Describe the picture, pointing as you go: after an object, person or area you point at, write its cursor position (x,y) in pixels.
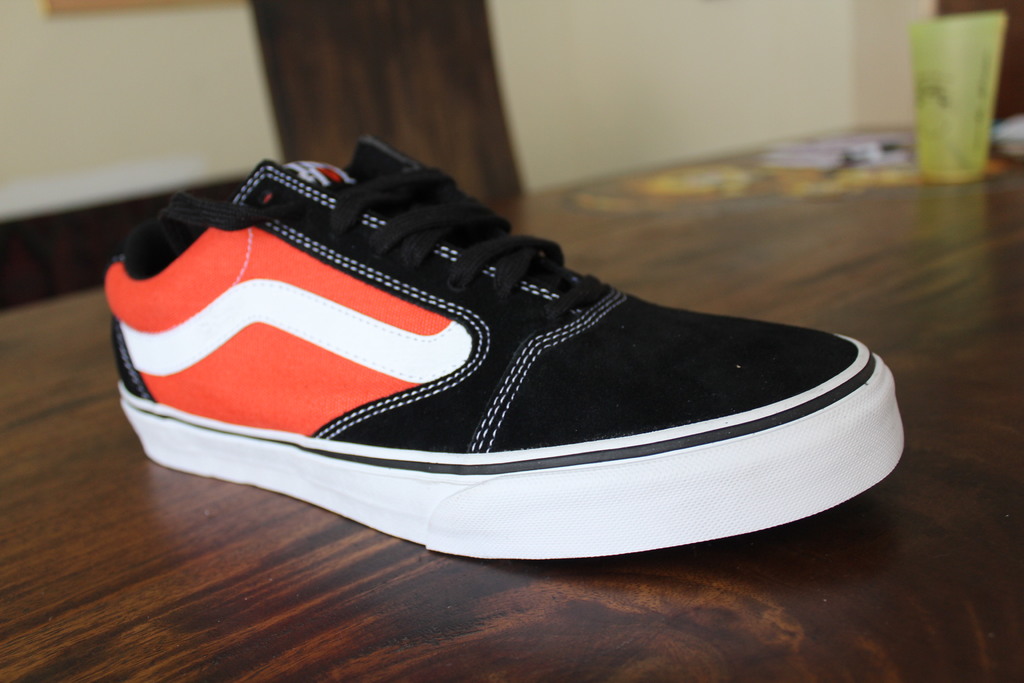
In this image there is a footwear (474,504) on the table (978,228) having a glass (944,148) on it. Background (616,93) there is a wall (704,40).
